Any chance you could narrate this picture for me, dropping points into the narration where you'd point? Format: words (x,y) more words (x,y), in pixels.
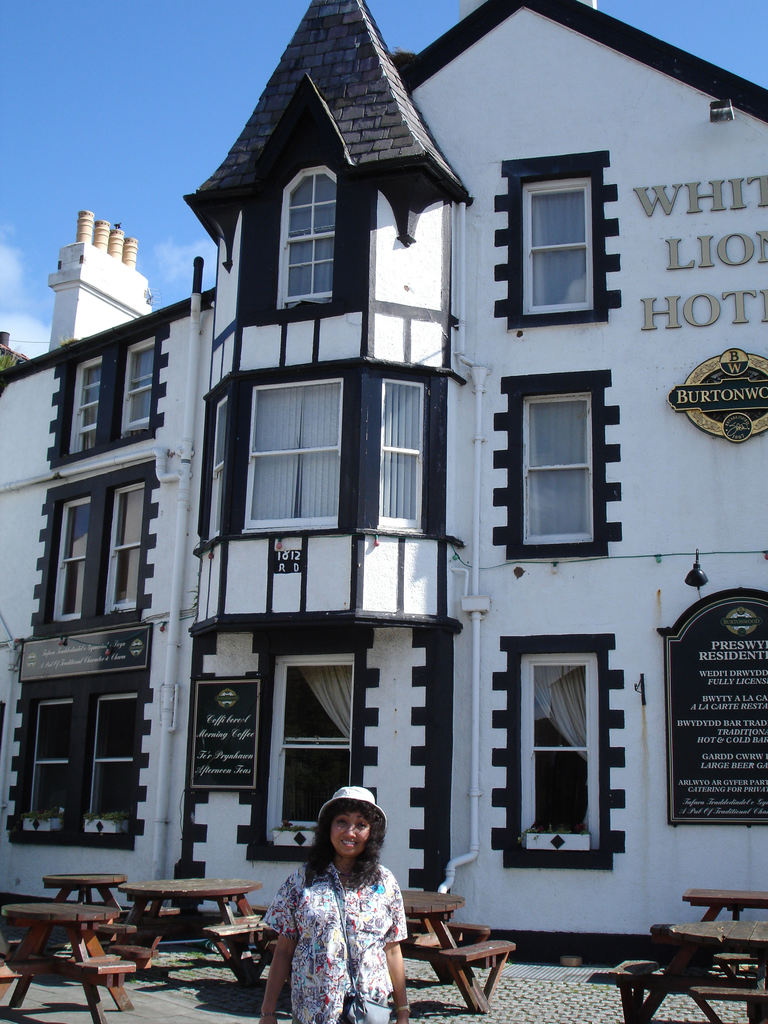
At the top (248,22) we can see a clear blue sky (115,113) with clouds (4,271). Here we can see a huge building (447,527) with window (387,443). there are empty tables (101,882) and chairs (744,954) near to the building (400,866). Here we can see one women (323,839) wearing a hat (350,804) standing in front of the picture and smiling.
